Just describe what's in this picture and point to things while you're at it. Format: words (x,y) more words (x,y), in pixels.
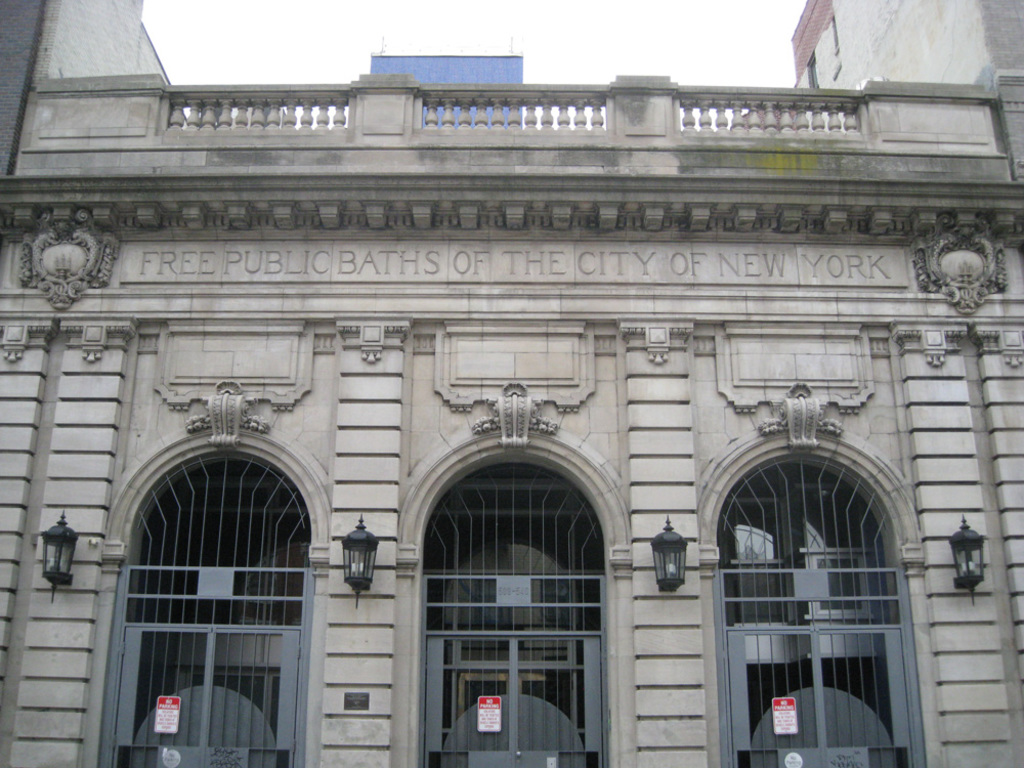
In this image in the center (438,399) there is a building (545,320) and at the bottom (213,624) there are doors (203,696) and lights (956,562). On the building (635,241) there is a text (354,270) and some boards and railing (381,77), at the top (525,112) there is sky (623,48).
